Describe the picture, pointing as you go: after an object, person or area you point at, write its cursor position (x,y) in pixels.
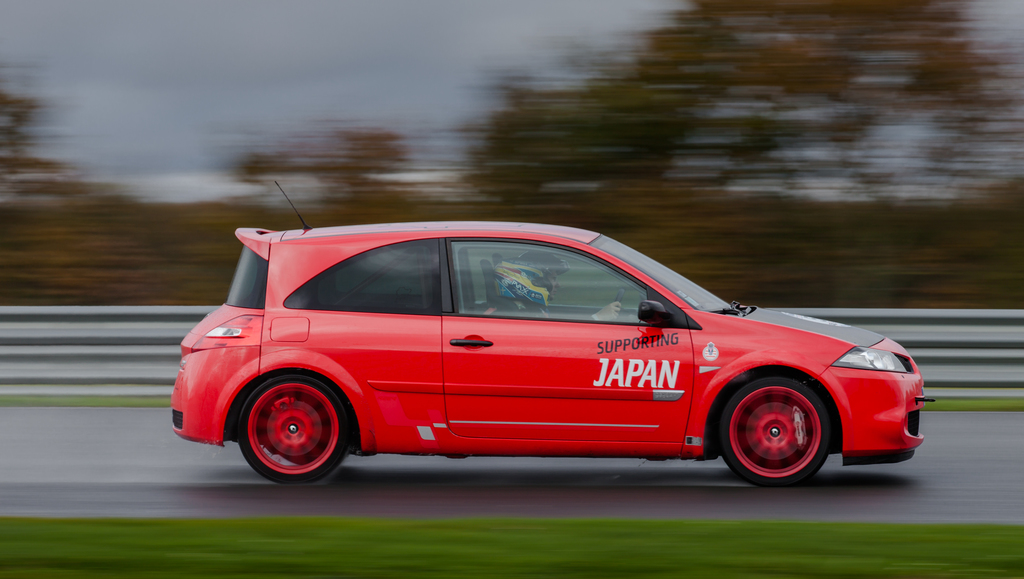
In this picture there is a person (513,284) who is sitting inside the car (550,346). The person (550,299) is wearing helmet (508,271). At the bottom (160,527) we can see the grass (315,568). Behind the car (790,405) we can see the road fencing (994,362). In the background (673,113) we can see many trees (524,104). At the top (278,135) we can see sky (410,73) and clouds (462,29).
